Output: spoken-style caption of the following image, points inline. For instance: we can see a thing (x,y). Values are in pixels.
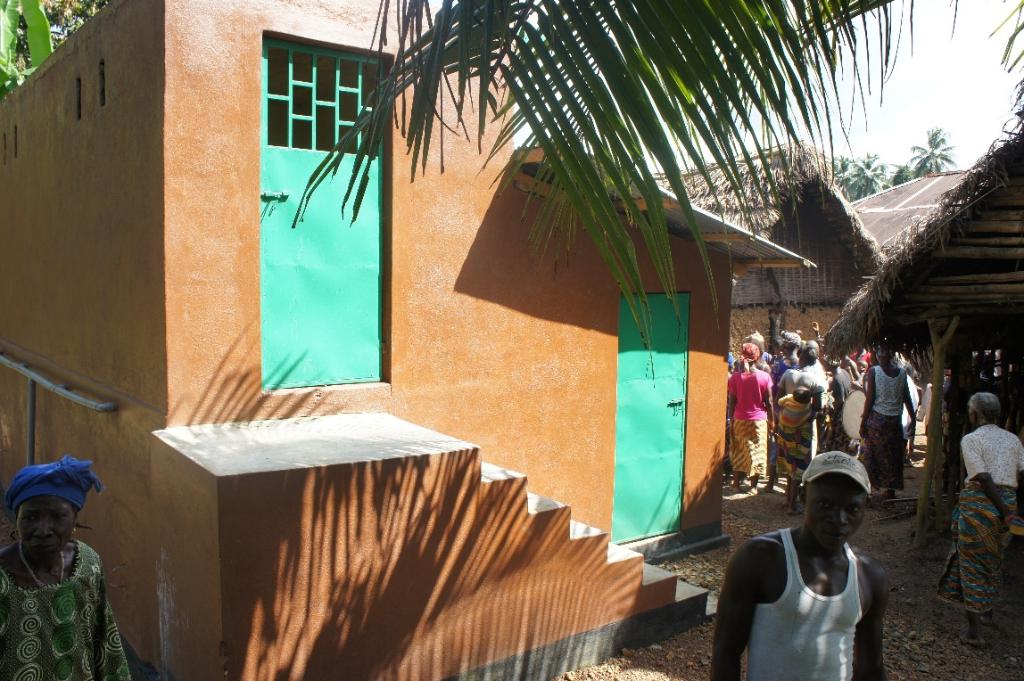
In the image in the center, we can see a few people (764,457) are standing. And few people (869,386) are holding some musical instruments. in the background (893,116), we can see the sky (873,63), trees (601,57), buildings (86,64), doors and staircase (496,485).
